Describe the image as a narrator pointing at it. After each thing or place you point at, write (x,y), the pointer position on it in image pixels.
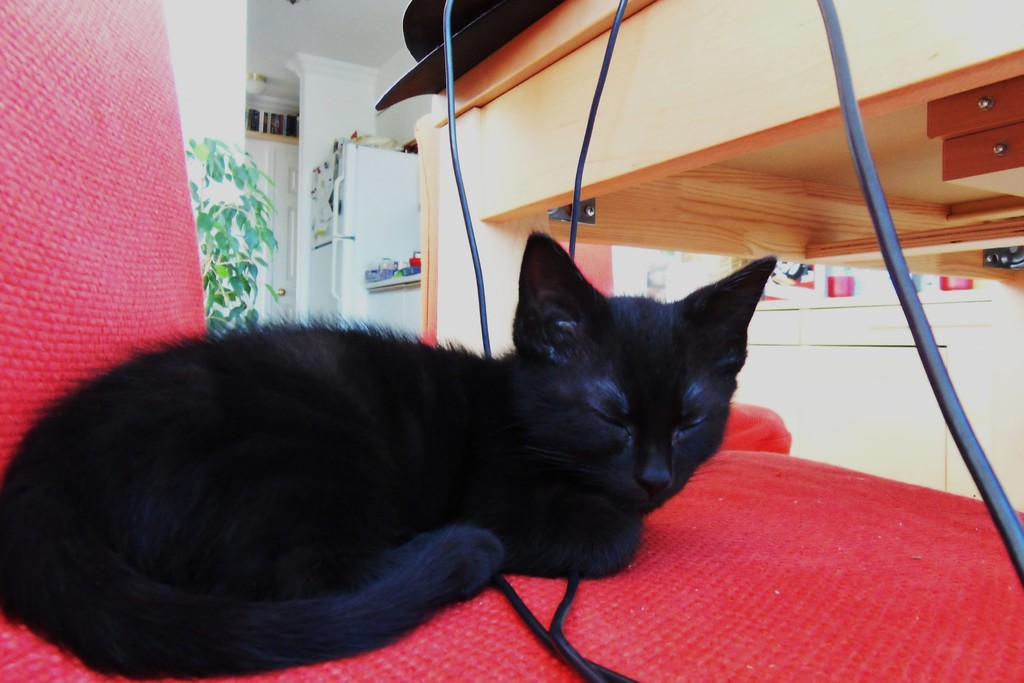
In this image there is a cat (514,444) sitting on the chair (37,284), in front of the cat (695,311) there is a table (641,211). In the background (332,171) there is a refrigerator (357,245) and a plant (219,226).
